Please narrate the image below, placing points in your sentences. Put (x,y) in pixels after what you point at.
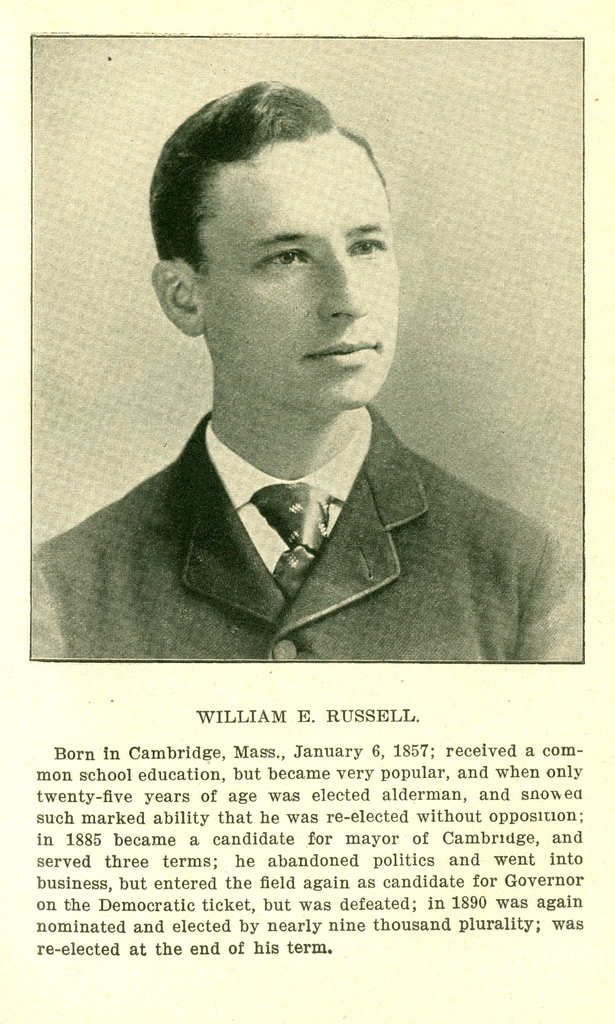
A picture of a person (386,308). Something written under this picture.
